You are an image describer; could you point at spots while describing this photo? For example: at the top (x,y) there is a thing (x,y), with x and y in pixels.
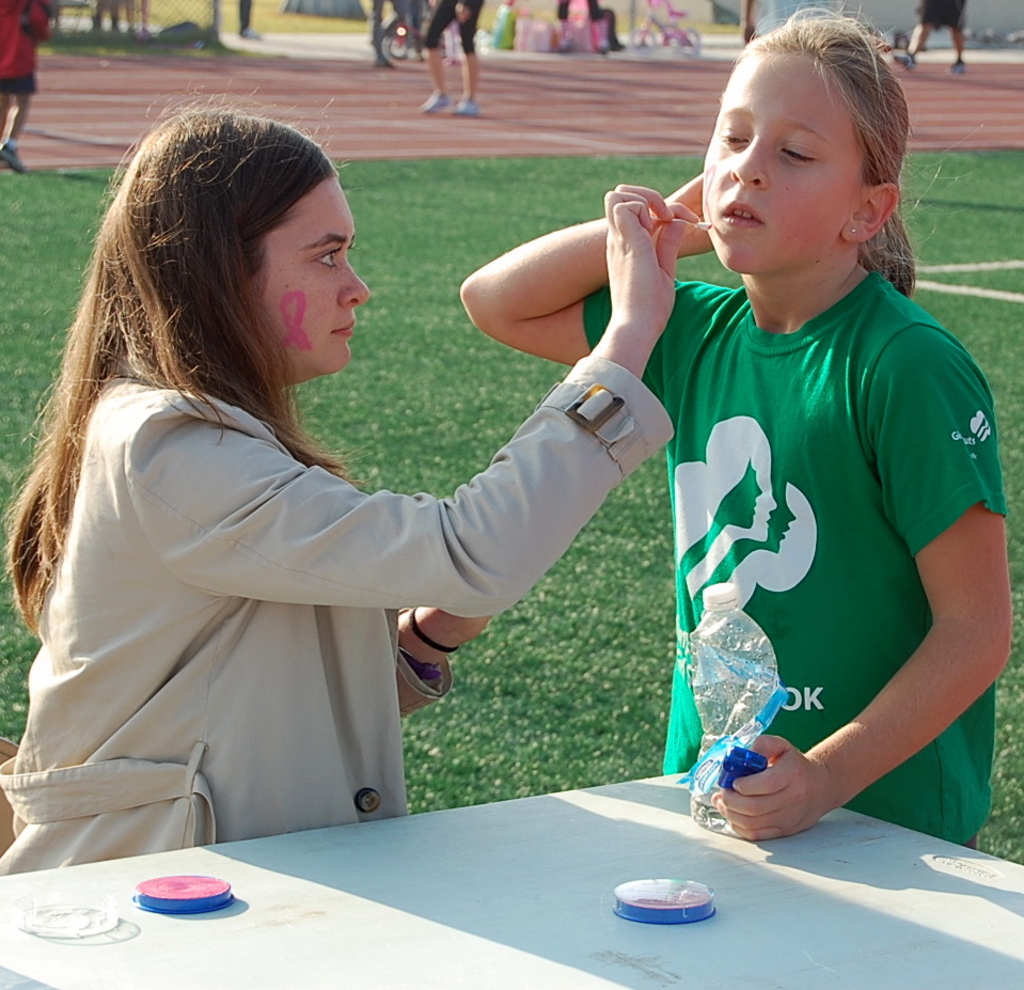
In this picture there is a woman (97,493) sitting and painting. There is a girl (680,297) standing and holding the bottle (749,679) and there are objects (630,888) on the table (668,935). At the back (25,52) there are group of people (15,119) walking and there is a bicycle (672,41) and there are bags (522,41) and there is a fence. At the bottom (556,686) there is grass (467,258).
